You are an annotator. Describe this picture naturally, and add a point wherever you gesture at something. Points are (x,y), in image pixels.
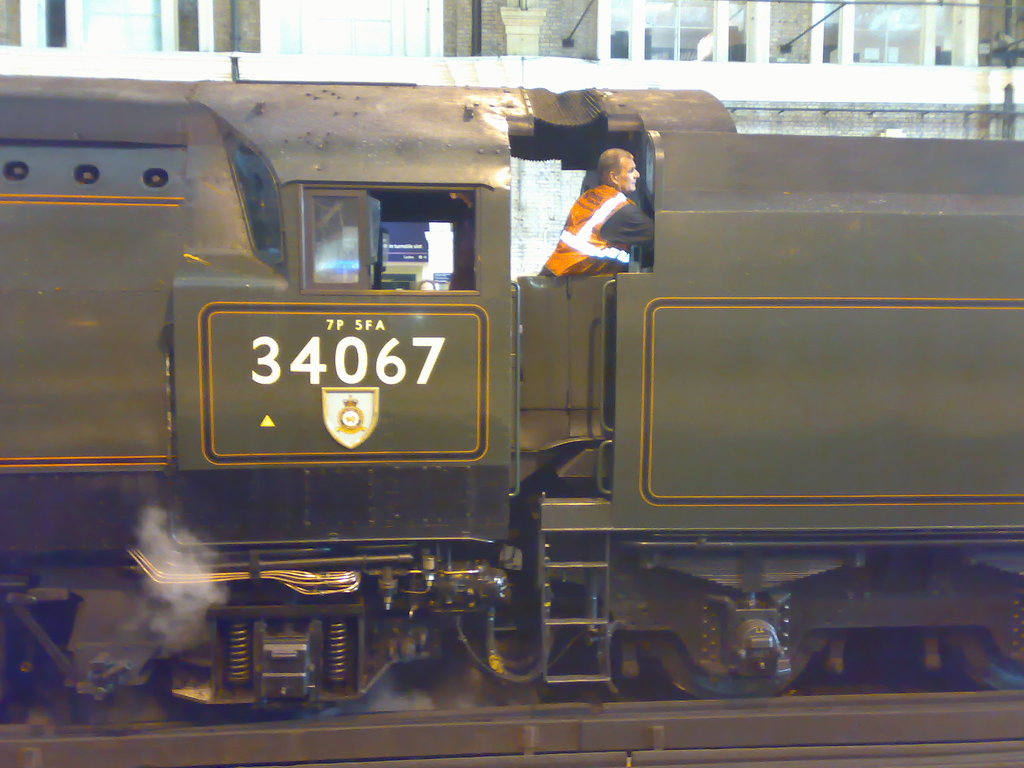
In this image I can see a train (857,285) which is in green and grey color. I can see a person (634,229) inside. Back I can see a building (855,50) and windows (945,45).
